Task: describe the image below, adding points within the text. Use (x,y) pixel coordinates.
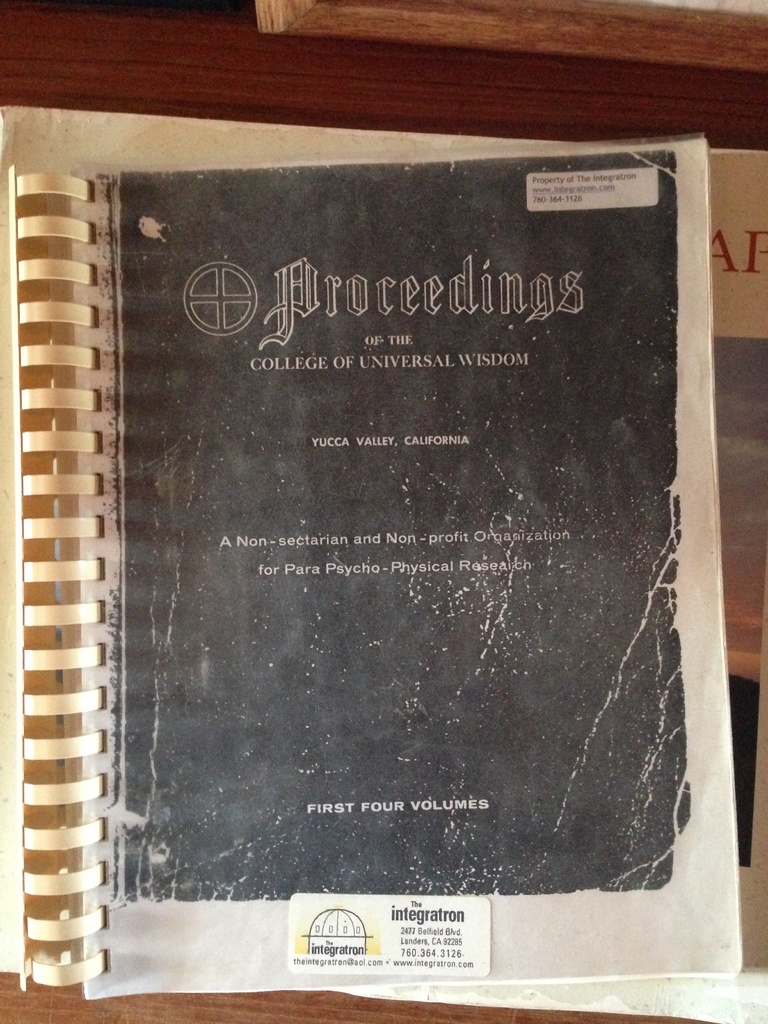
This picture shows a book (452,163) on the table (36,78).
